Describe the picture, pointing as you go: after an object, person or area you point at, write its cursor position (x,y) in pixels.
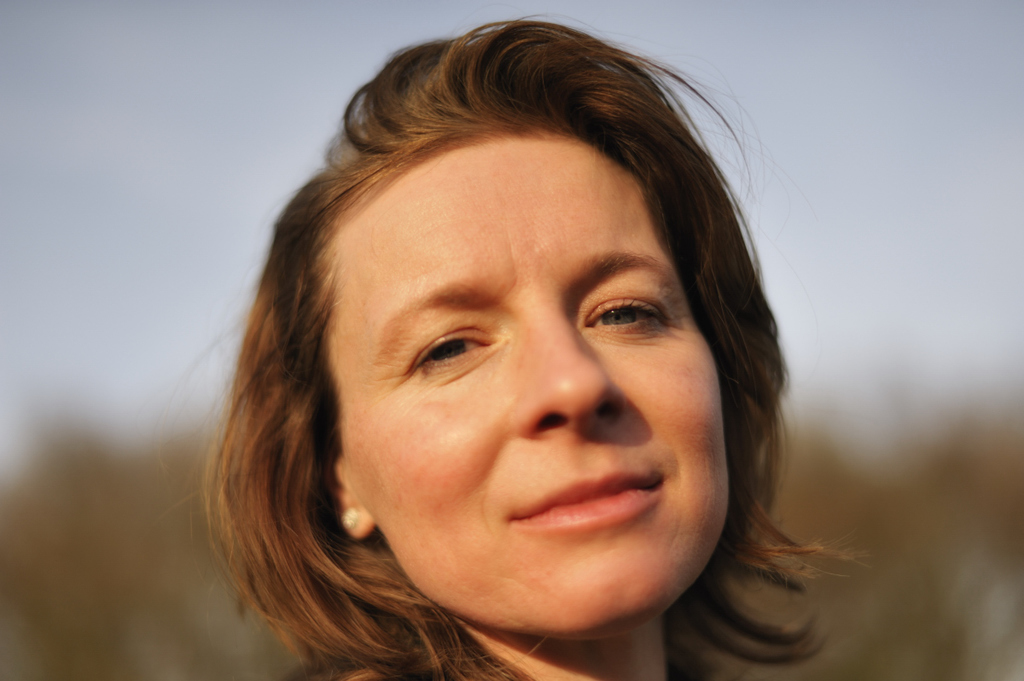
In this picture I can see a woman (595,459) in the middle (403,417), in the background (313,60) there is the sky (900,157).
